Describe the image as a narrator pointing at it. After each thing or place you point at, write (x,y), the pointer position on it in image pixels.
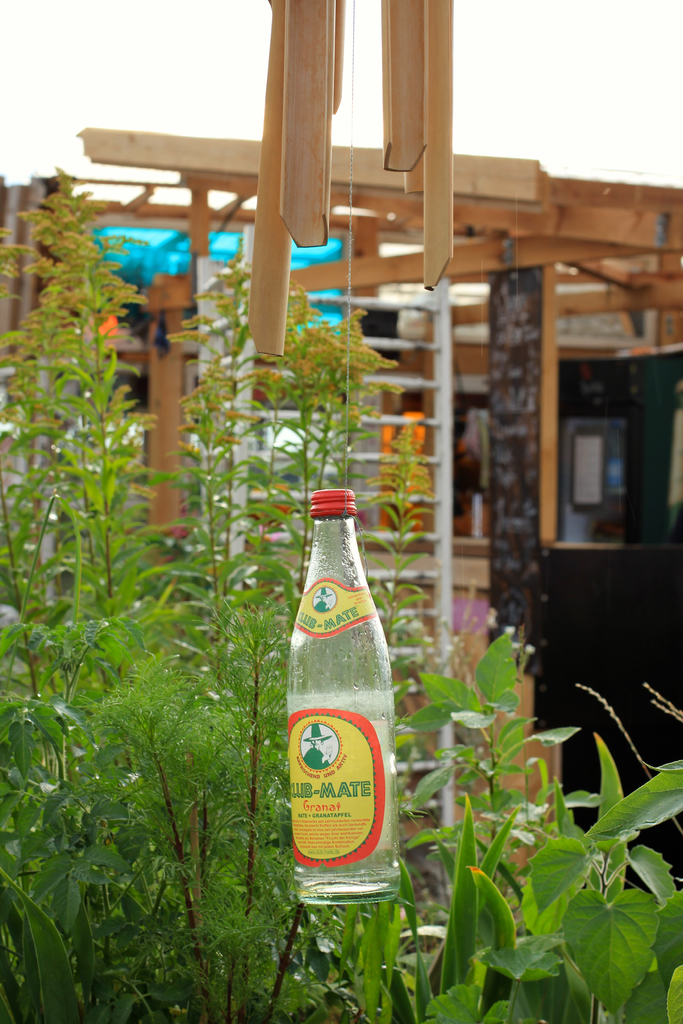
This is a bottle (335,616) with a red cap (324,510) and this is hanged using a thin thread (349,342). These are the small plants (228,881). At back ground (489,402) I can see a wooden shelter (568,317), and I think this is a white colored ladder (442,391). This is a wooden object (330,101).
